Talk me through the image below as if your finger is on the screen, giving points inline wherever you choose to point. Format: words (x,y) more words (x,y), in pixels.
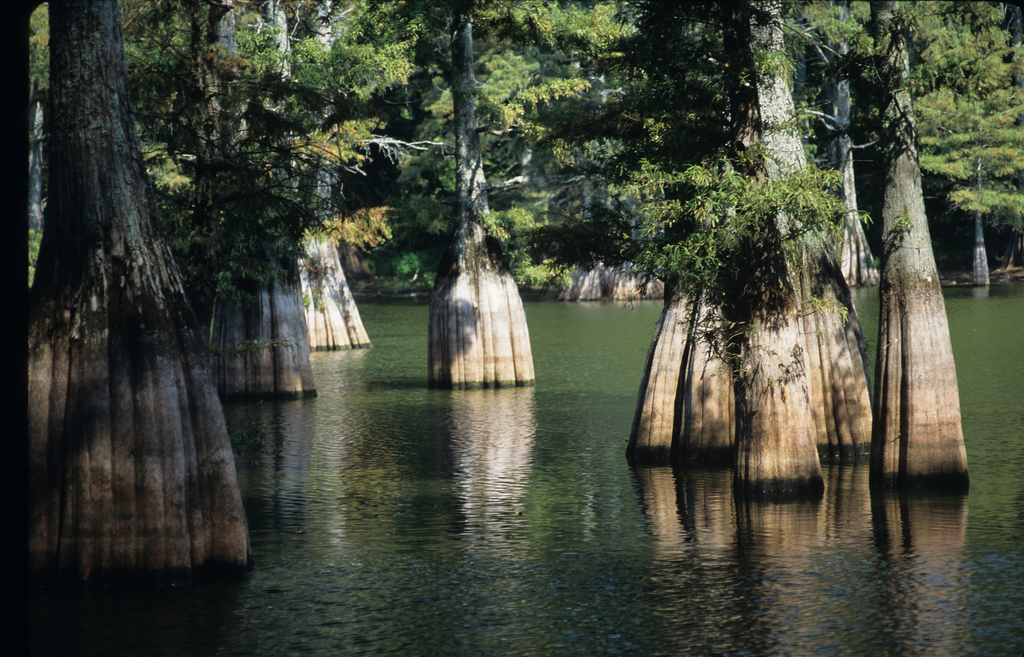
In this image there is the water (543,521). There are trees (322,176) in the water (889,555). The trees (506,307) have huge trunks (247,298).
